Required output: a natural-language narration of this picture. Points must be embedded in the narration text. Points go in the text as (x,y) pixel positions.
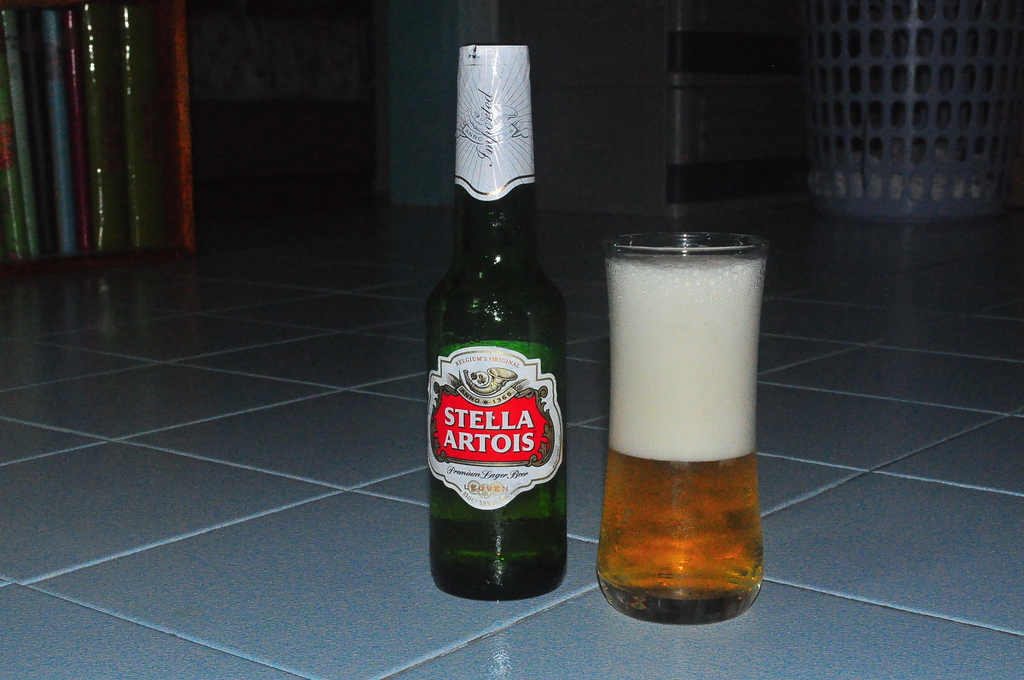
In the image there is a beer bottle (565,448) beside it there is a cup (690,400) with full of beer (734,416).
